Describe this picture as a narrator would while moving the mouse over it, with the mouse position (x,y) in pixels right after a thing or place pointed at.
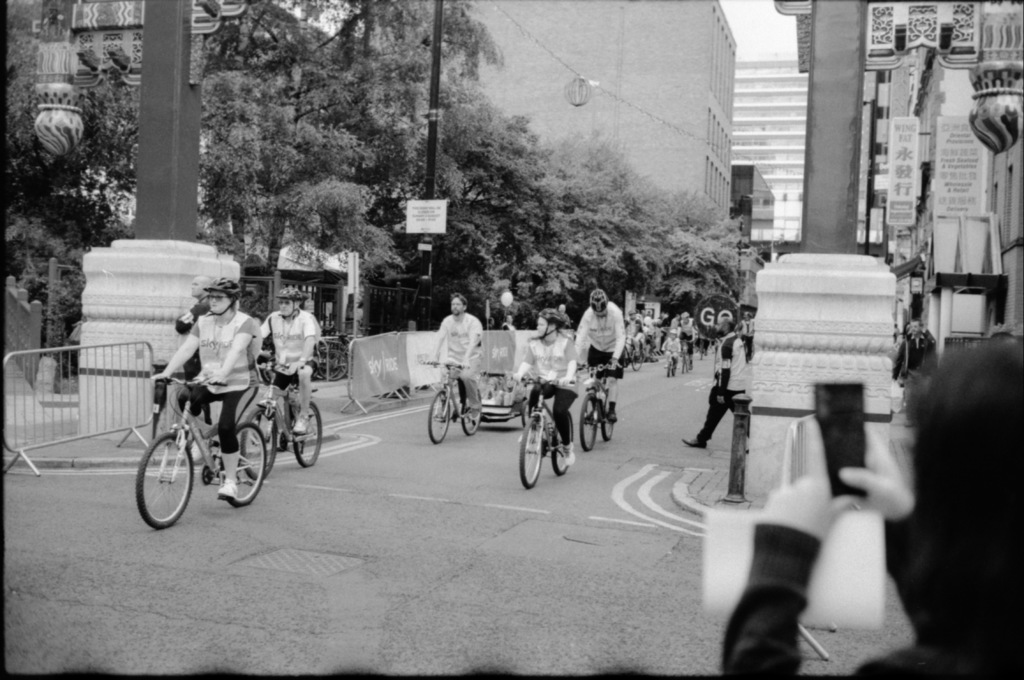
In this picture we can see some persons (570,354) on the bicycles (594,393). This is road (372,606). Here we can see a building (783,170). These are the trees (492,284) and there is a pole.
